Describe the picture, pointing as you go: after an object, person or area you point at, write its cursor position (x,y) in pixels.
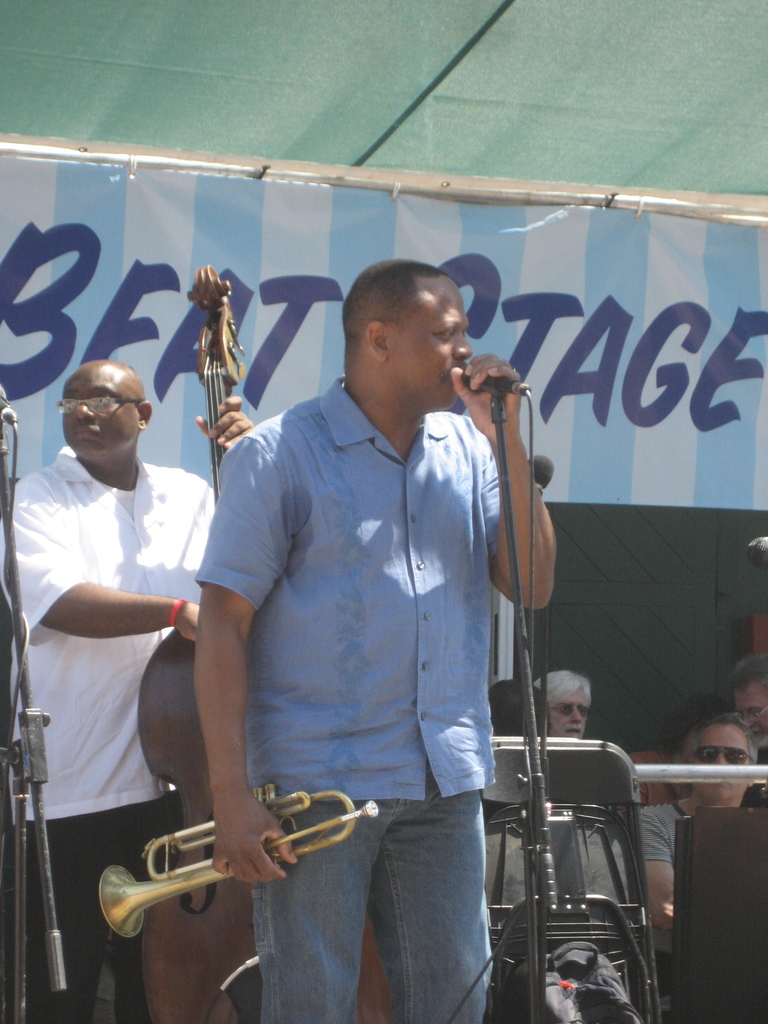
In the picture I can people (740,721) among them some are sitting and some are standing. I can also see the people (232,678) in front of the image are holding musical instruments (180,652) in hands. I can also see microphones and some other objects (554,1000). In the background (456,262) I can see something written on the banner (319,262).
